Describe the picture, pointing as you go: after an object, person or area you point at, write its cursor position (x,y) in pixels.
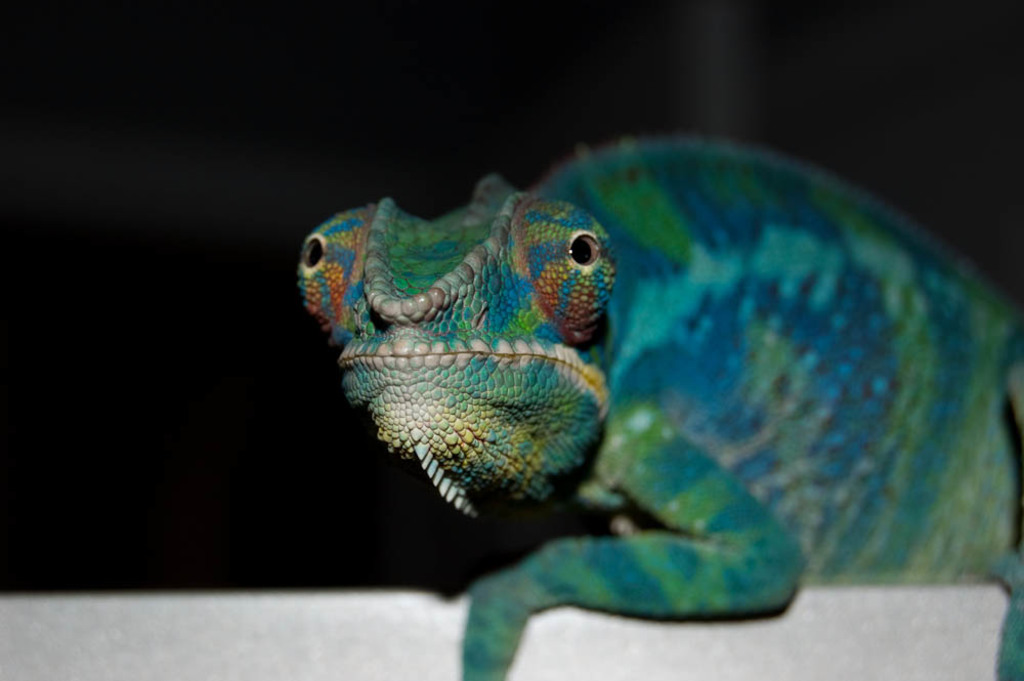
In this image there is a chameleon (656,137), and there is dark background (23,214).
